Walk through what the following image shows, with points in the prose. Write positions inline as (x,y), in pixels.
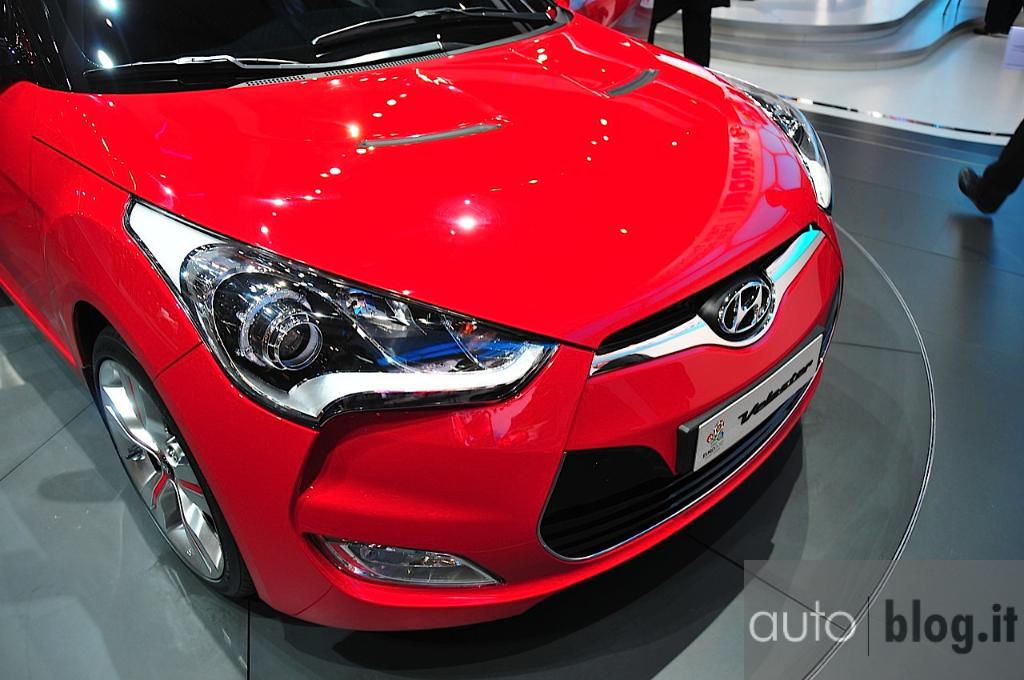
In this image, I can see a car (393,186), which is red in color. This is a logo (753,316) and a board (712,429), which are attached to the car (645,443). On the right side of the image (972,181), I can see a person's leg (992,169). This is the watermark (925,617) on the image.
